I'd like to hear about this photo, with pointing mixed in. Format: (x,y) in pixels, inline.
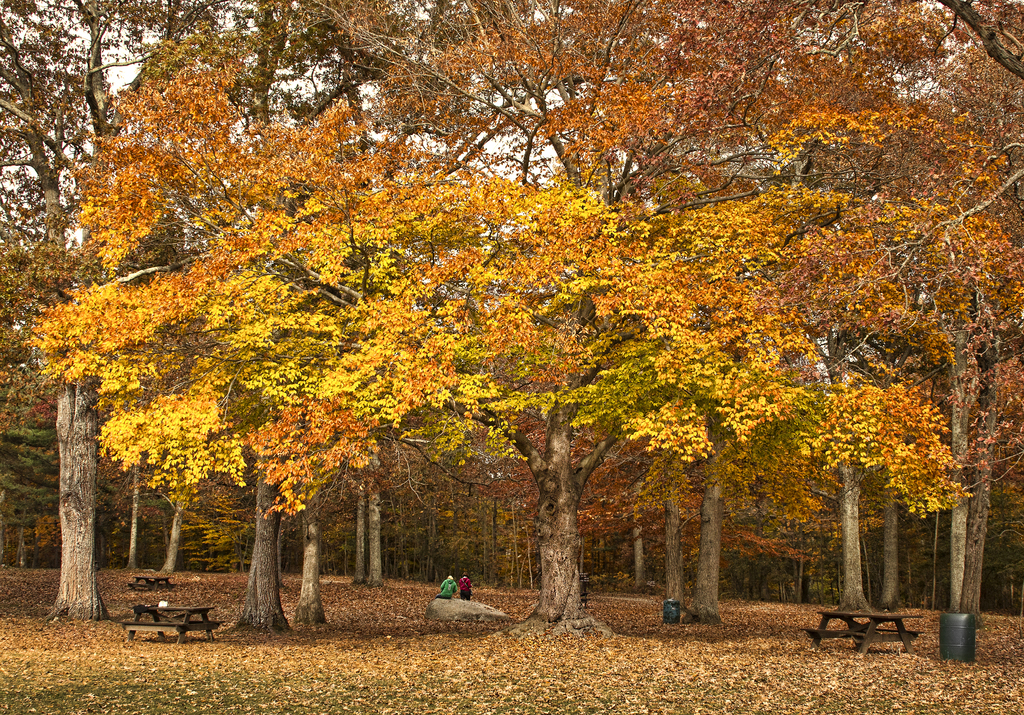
In the picture we can see a grass surface (267,670) on it, we can see, full of dried leaves (915,665) and on it we can see some benches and on a rock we can see two people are sitting and in the background (745,575) we can see full of trees (640,357) with maple leaves (640,357) to it.
